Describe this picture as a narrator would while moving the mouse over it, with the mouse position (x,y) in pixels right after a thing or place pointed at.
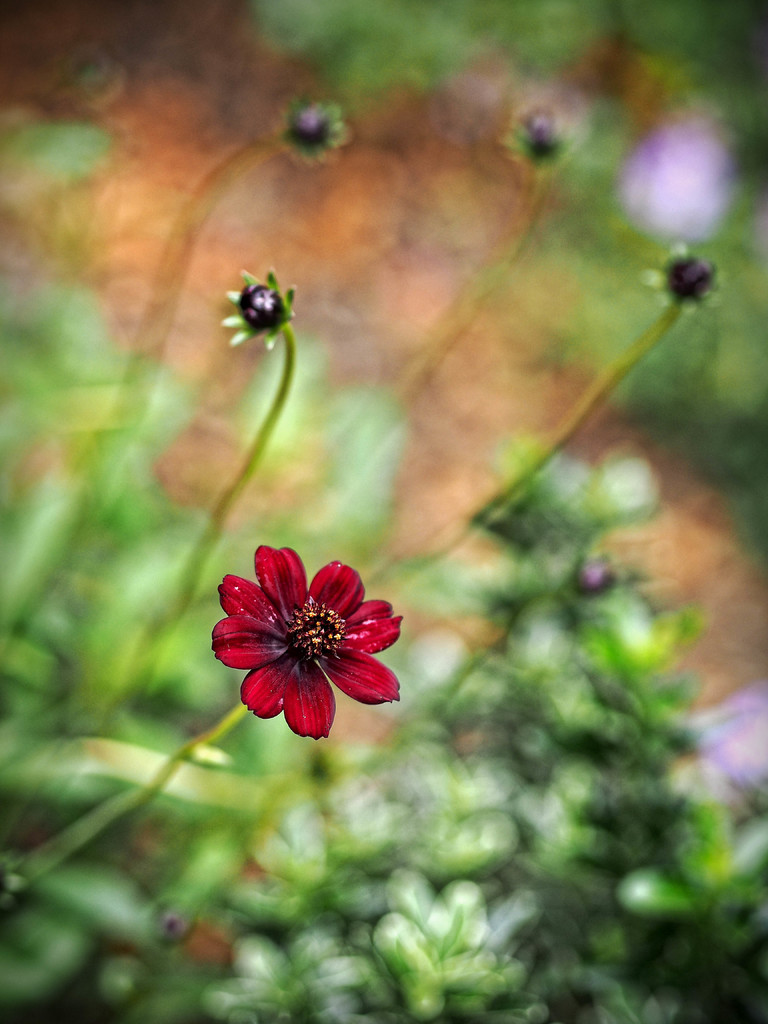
In this picture there is a red color flower (290,700). Behind there is a blur background (7,780).
